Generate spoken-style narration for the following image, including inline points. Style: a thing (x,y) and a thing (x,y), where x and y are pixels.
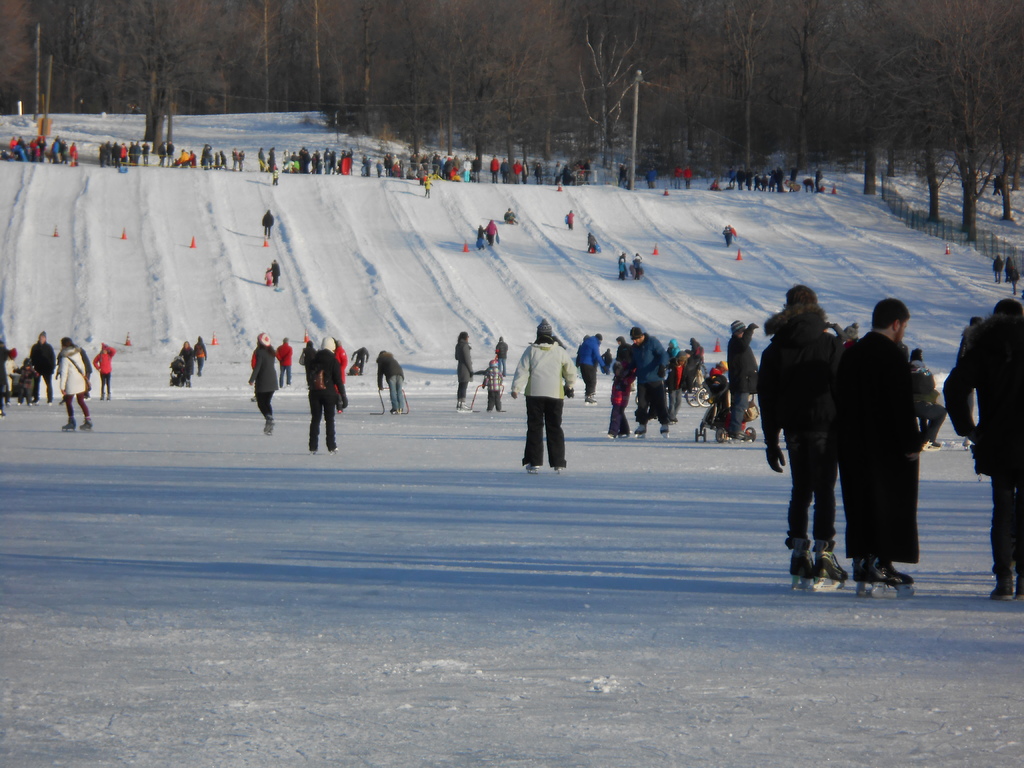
In this image there are a few people (1011,490) skating, few (358,360) are walking on the snow (577,295), there are a few poles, traffic cones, railing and trees (746,77).
